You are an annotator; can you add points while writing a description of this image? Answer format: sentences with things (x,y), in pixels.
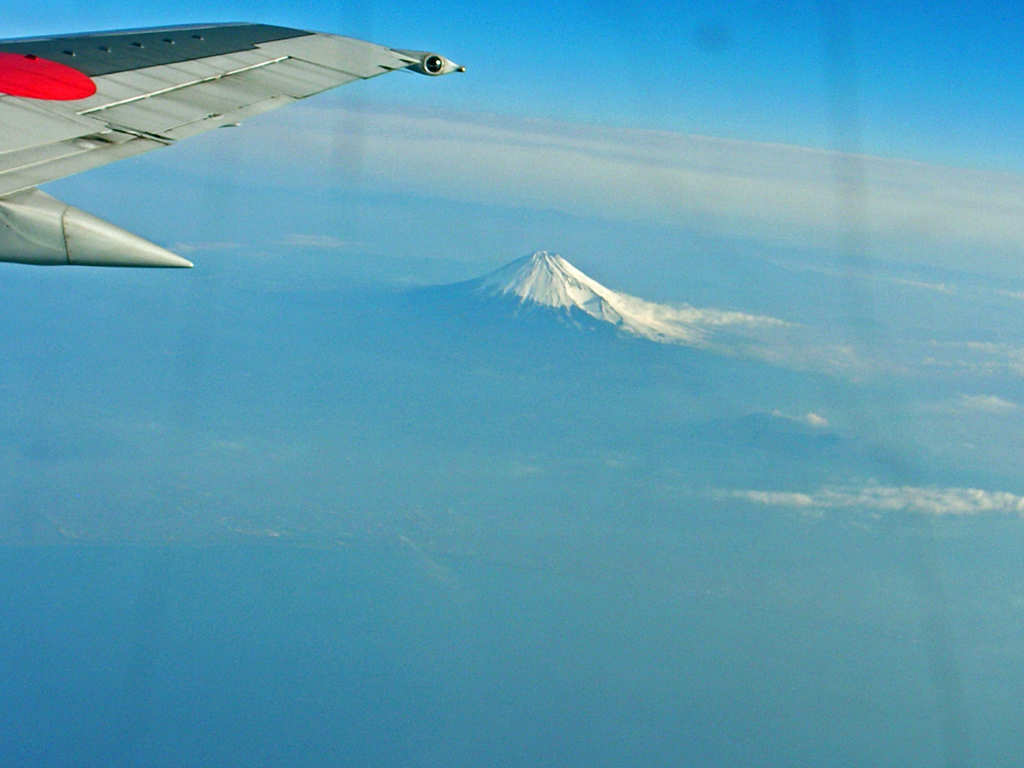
In this image I can see the wing (208,96) of the aeroplane (201,97) which is grey, black and red in color which is flying in the air (209,3). In the background (594,326) I can see a mountain (533,309) and the sky (652,69).
